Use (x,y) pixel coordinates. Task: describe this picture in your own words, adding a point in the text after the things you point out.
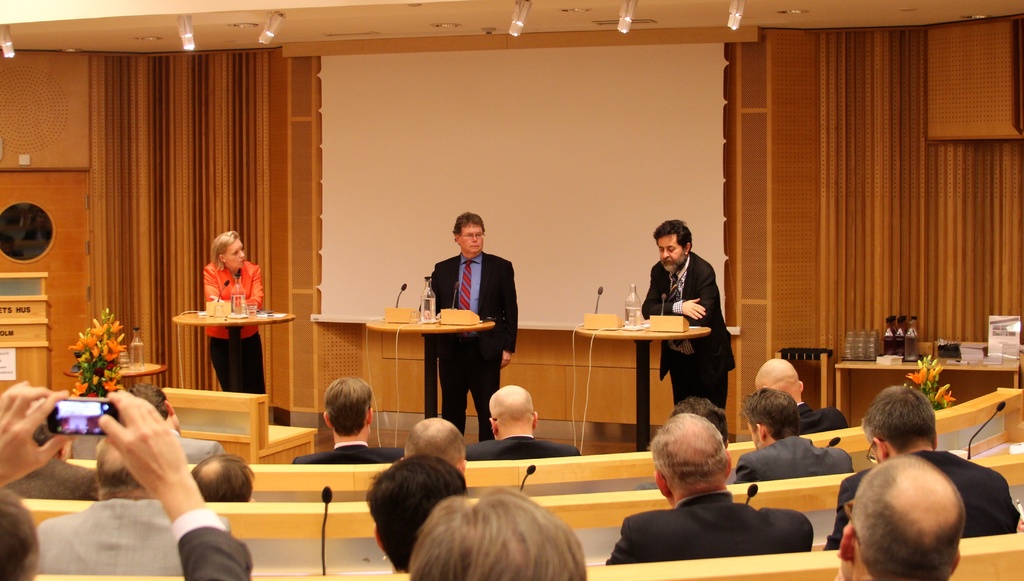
In the center of the image (476,248) we can see three people (675,374) standing. There are podiums (442,326) placed before them. There are bottles (433,292) and mics (393,310) placed on the podiums (631,330). At the bottom (188,479) there are people (103,487) sitting. The man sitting on the left (120,421) is holding a mobile (95,426) in his hand (25,450). In the background (87,389) there is a bouquet (88,378) and curtains (238,122). At the top (627,24) there are lights (518,22). In the center (380,260) there is a screen (425,98).
